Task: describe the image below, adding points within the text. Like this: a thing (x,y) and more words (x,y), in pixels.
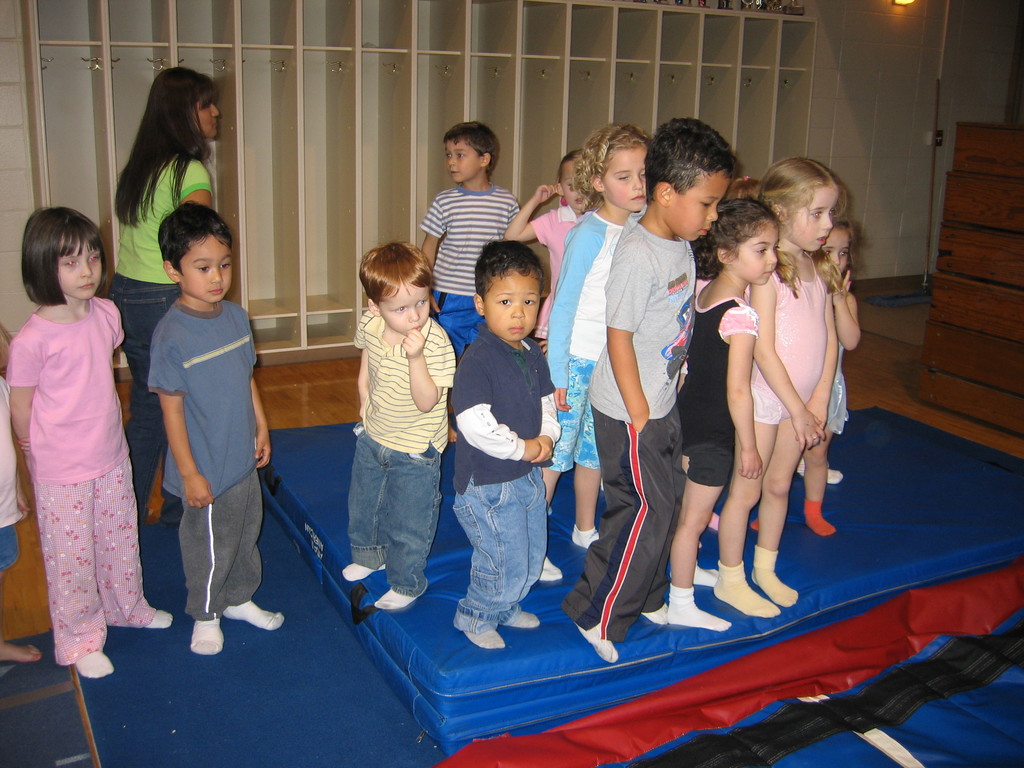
In the picture we can see a sponge stage (950,491), which is blue in color with some children (804,224) standing on it and beside it also we can see two children (79,333) are standing, and behind them, we can see a woman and in the background (865,15), we can see a wall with some shelves (302,228) and beside it we can see a wall (856,34) with a light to it and besides we can see some wooden planks (975,126) are placed on the floor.
